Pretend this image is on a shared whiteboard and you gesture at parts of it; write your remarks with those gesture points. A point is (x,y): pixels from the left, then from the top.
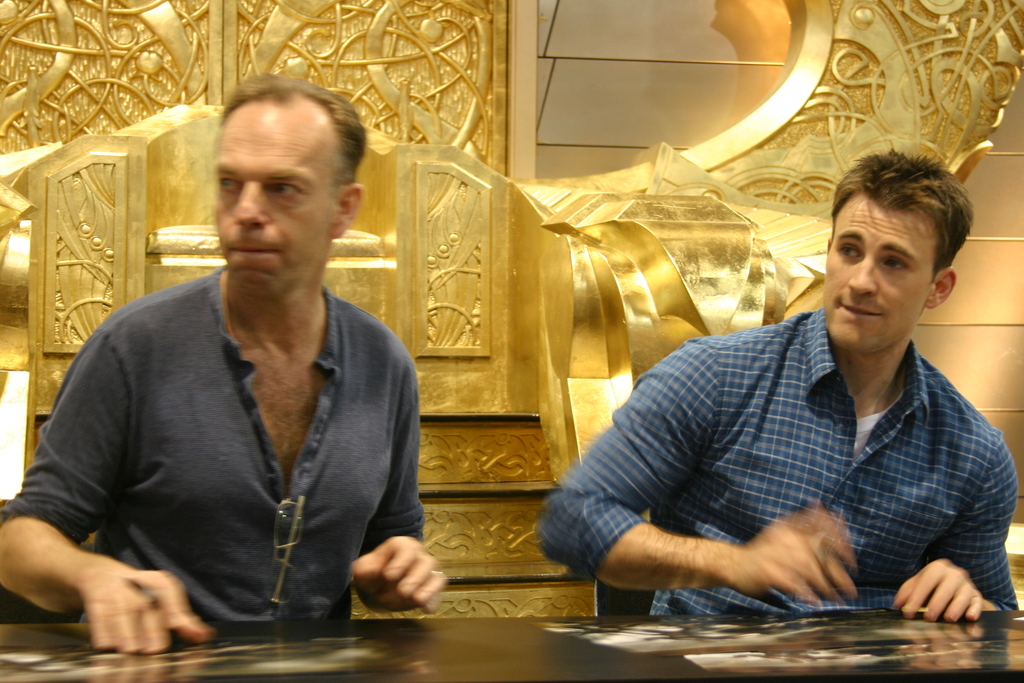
In this image we can see two persons (299,355) sitting at the table (977,674). On the table (994,671) we can see photographs (852,657). In the background (721,127) we can see wall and architecture (643,210).
